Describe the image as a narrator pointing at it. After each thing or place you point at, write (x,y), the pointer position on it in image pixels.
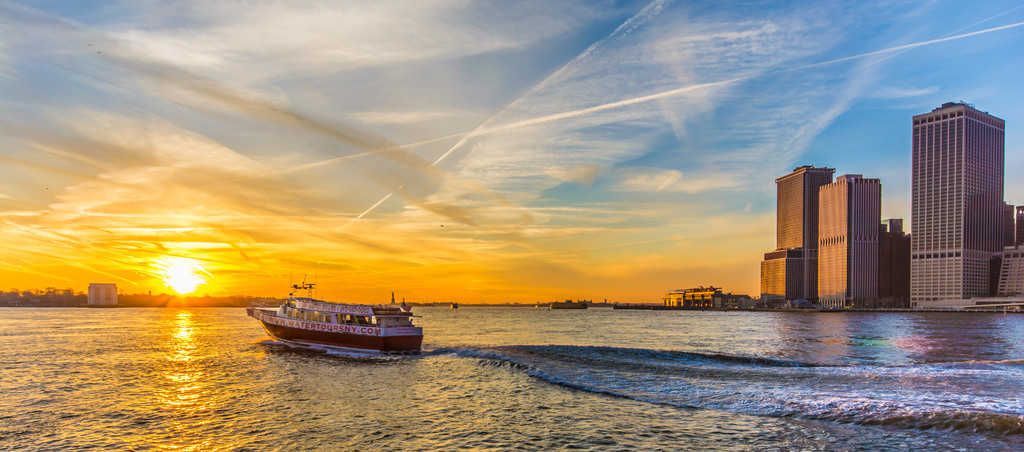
In this image we can see a tour boat (284,323) on the water (654,355), buildings (787,281), trees (35,299), sun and sky (466,128) with clouds (413,128).
